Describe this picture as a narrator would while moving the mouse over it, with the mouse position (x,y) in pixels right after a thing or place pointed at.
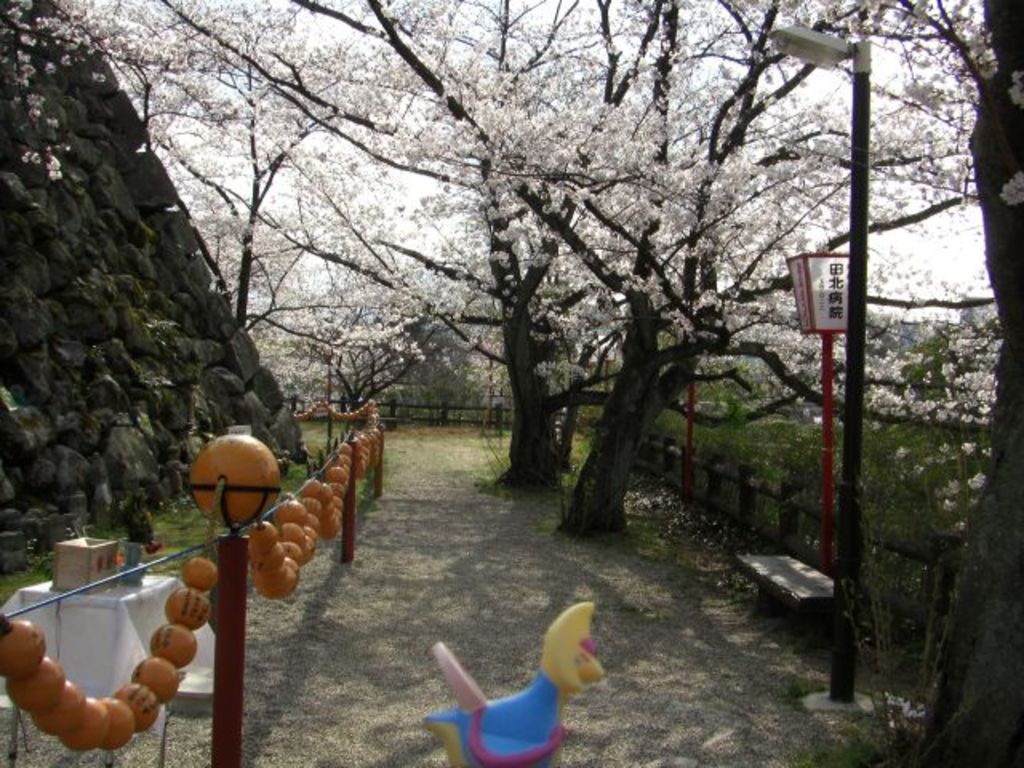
In this image I see the path (356,761), poles (221,564) on which there is decoration (269,564) and I see a table (124,619) over here on which there are few things (139,526) and I see a toy (541,723) over here and I see a bench (766,590). In the background (553,274) I see the trees (553,274) on which there are white flowers (568,167) and I see few poles (854,374). I can also see the stones (13,497) over here.
